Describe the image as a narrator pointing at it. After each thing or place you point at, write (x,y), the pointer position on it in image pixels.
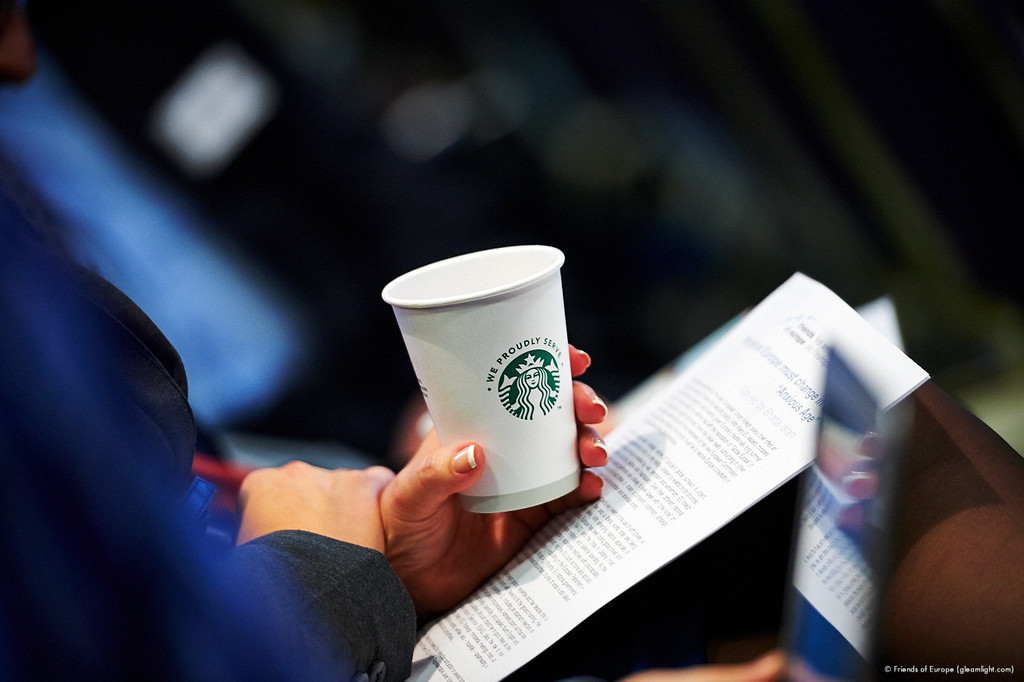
In the middle of the image (515,308) a person (53,262) is sitting and holding a paper (776,320) and cup (473,317). At the top of the image (440,23) is blur.
